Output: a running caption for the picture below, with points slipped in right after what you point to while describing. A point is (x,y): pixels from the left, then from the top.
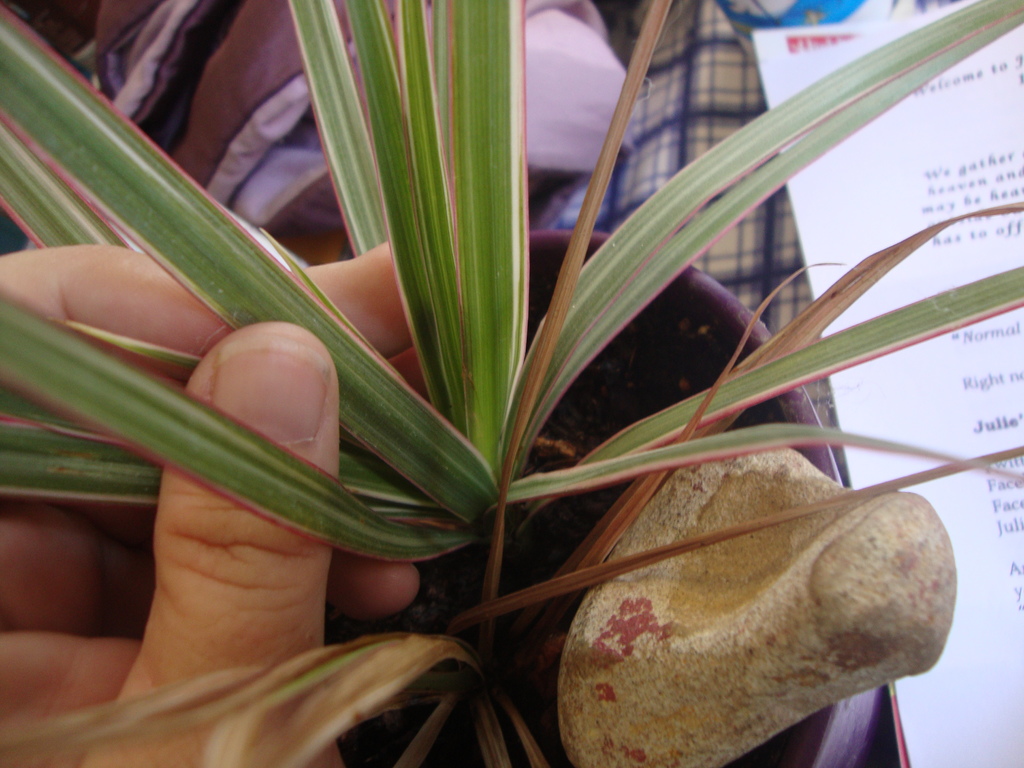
In this image we can see a potted plant (664,464). We can see a human hand (251,396) on the left side of the image (256,370). On the right side of the image (928,247), we can see a paper (928,410) on the cloth (745,276). At the bottom of the image (688,646), we can see an object (745,679). It seems like a bed sheet (279,110) at the top of the image (563,79).
